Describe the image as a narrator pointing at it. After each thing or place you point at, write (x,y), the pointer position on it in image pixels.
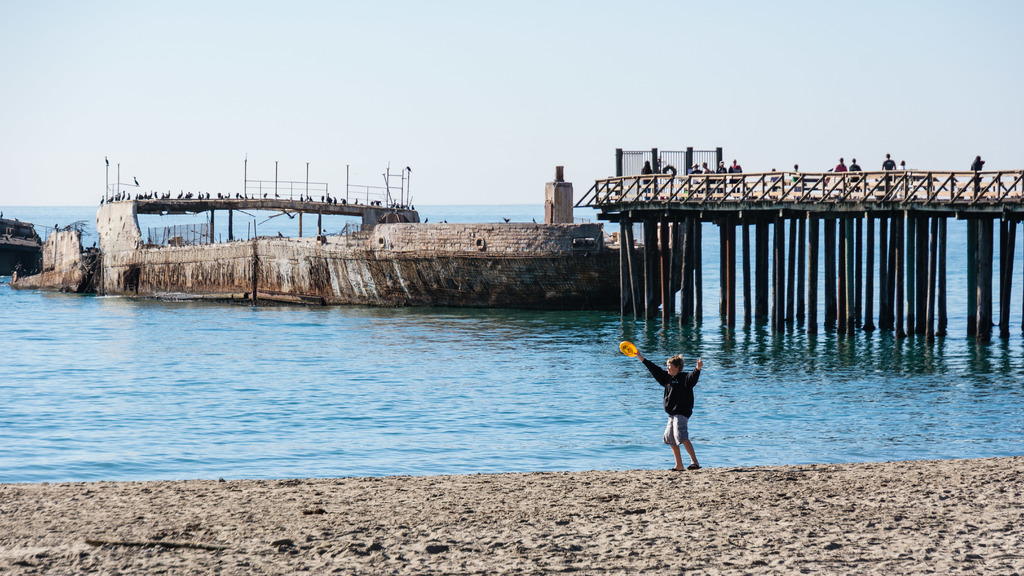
In this image I can see few people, bridge (895,208), water (916,452), few birds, poles (859,305) and grey color object (374,253). The sky (591,90) is in blue and white color.
